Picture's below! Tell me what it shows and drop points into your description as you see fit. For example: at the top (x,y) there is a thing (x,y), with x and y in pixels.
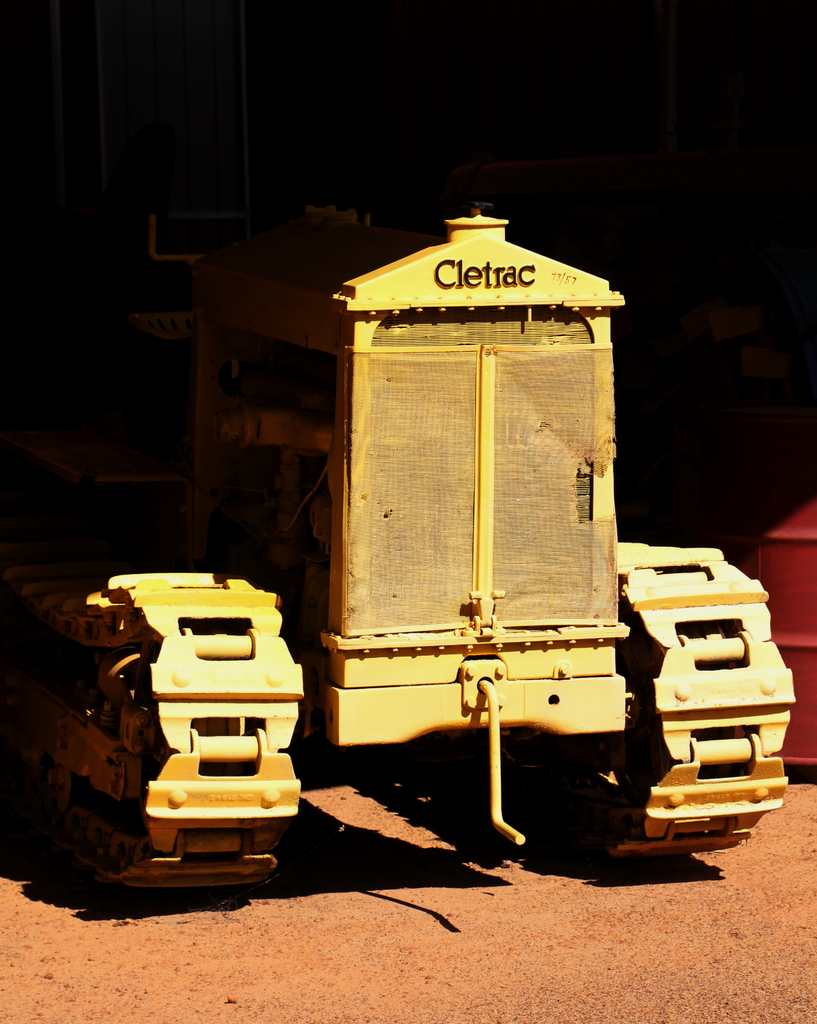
In the foreground (275,586), I can see a vehicle (721,752) on the ground (536,896). In the background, I can see some objects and a dark color. This picture might be taken during a day.
